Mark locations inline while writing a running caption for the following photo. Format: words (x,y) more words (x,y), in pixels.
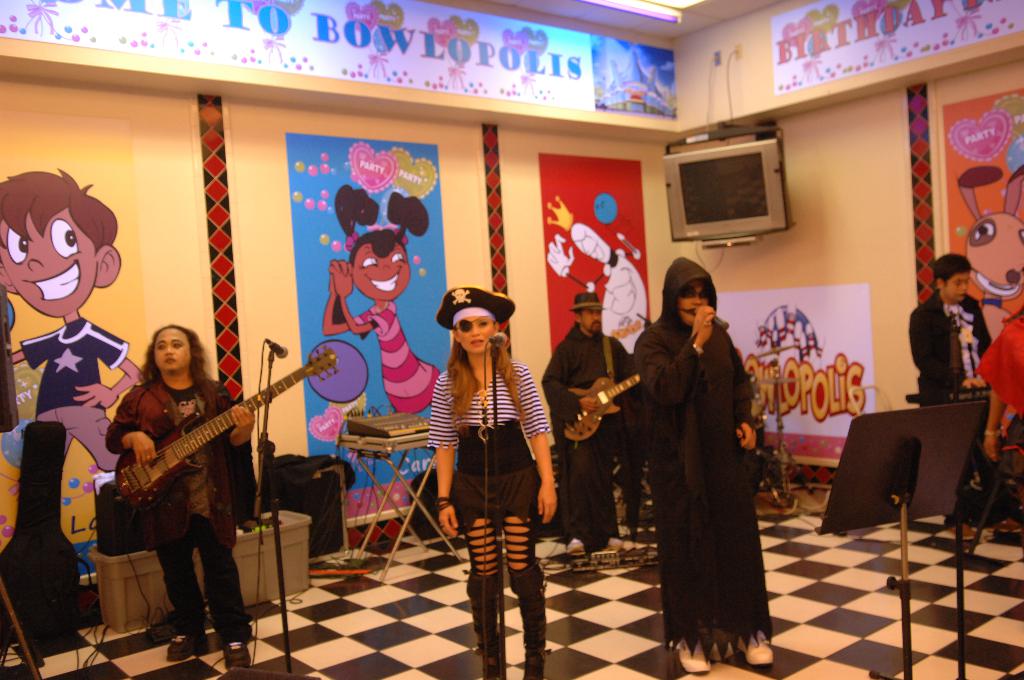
This image is taken inside a room (761,609) there are six people (1003,380) in this room (455,458). In the left side of the image (182,448) a man (208,383) is standing holding a guitar (215,426) in his hand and playing the music. In the middle of the image (466,301) a woman (524,480) is standing in front of mic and singing and a person (763,641) is singing. In the right side of the image (963,389) a man (946,382) is playing the keyboard (963,389). In the background (400,191) there is a wall (362,239) with many cartoons (346,268) and paintings (808,324) on it. There is a television (765,188) and there are two boards (535,51) with text (429,38) on it. In the bottom of the image (434,615) there is a floor (924,612).
